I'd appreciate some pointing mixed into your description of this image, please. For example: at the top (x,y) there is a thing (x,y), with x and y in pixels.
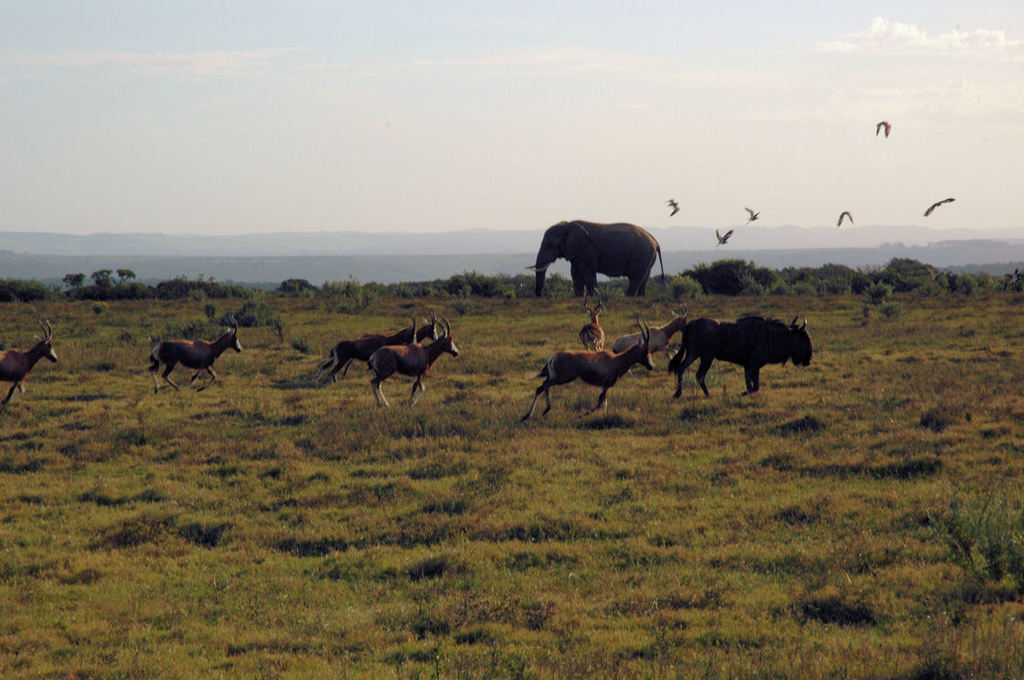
In the center of the image (682,365) there are animals (588,337). In the background of the image (489,248) there are mountains (469,248), birds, elephant (568,240), sky (491,216). At the bottom of the image (409,497) there is grass (327,532).
